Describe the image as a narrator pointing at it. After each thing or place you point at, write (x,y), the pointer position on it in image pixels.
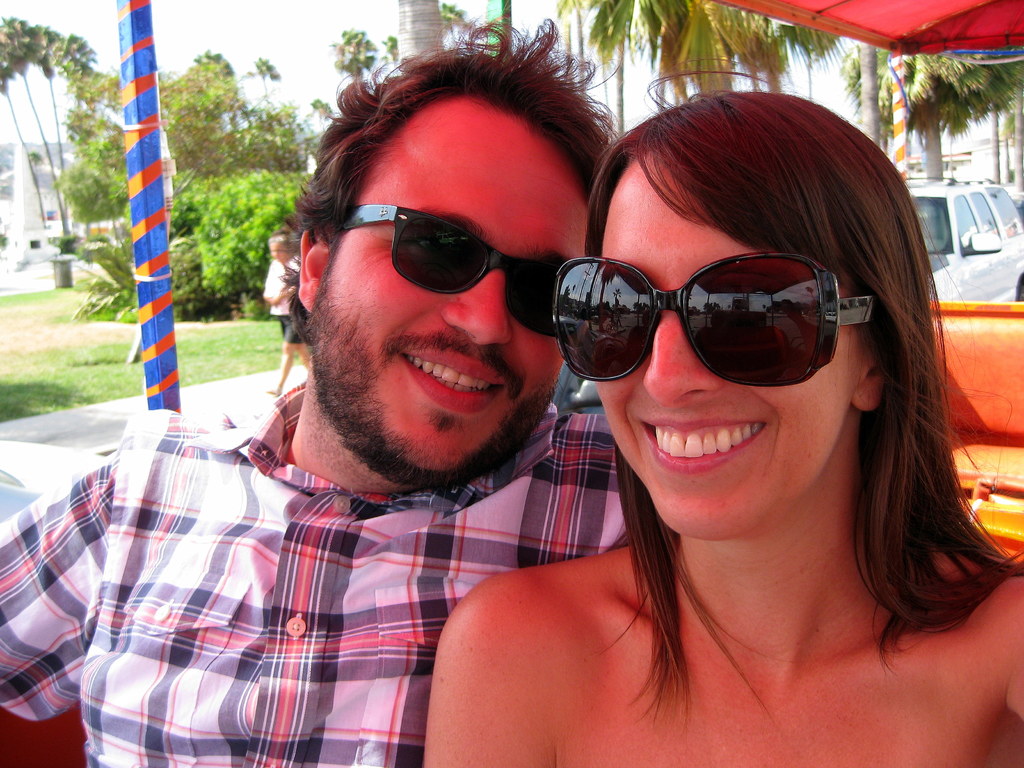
In this image we can see a lady (751,529) and a man (398,435) sitting and smiling. In the background (276,212) there are trees (272,123), poles (145,112), car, person (281,391), building (24,154) and sky (259,41).
